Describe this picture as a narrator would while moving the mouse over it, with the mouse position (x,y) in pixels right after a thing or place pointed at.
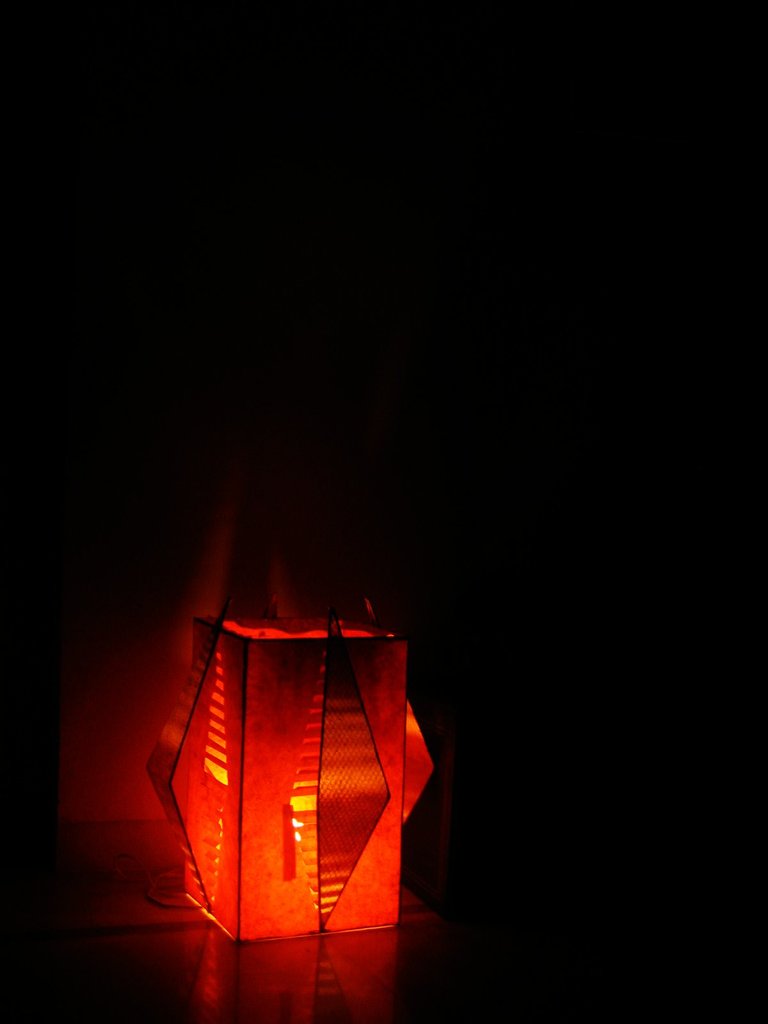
This image consists of a light (214,742). It is in red color. It is at the bottom (321,770).
